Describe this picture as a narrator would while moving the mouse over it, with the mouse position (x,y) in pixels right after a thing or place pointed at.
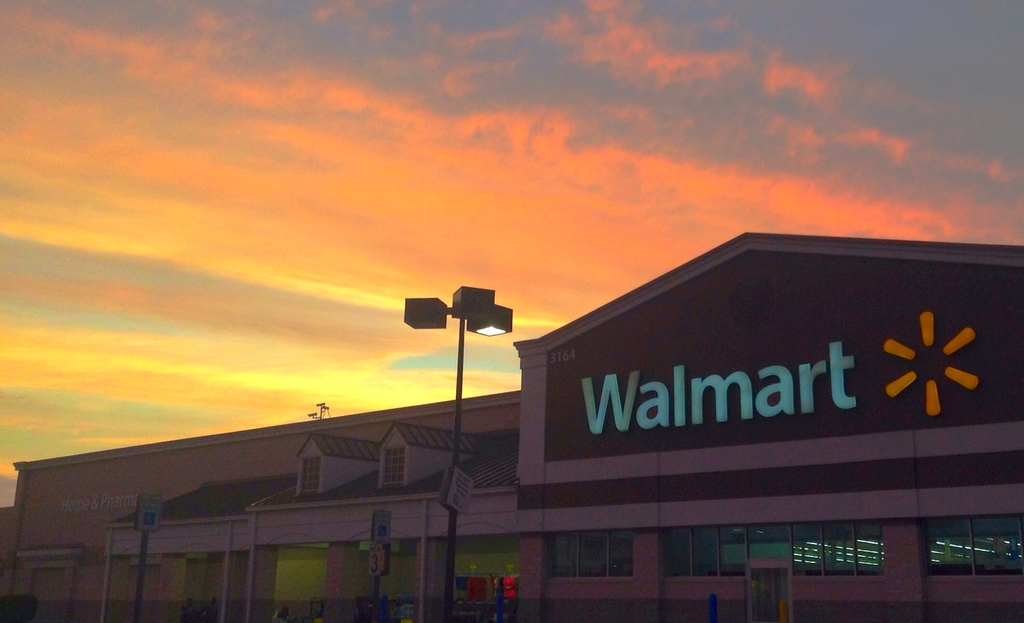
At the bottom of the image (449,550) there are few poles (460,325) with lights (459,306). Also there is a building (355,505) with walls (569,522), pillars (649,574) and glass windows (687,538). At the top of the building (713,318) there is a Walmart name (826,382). At the top of the image (586,143) there is a sky (213,213).
